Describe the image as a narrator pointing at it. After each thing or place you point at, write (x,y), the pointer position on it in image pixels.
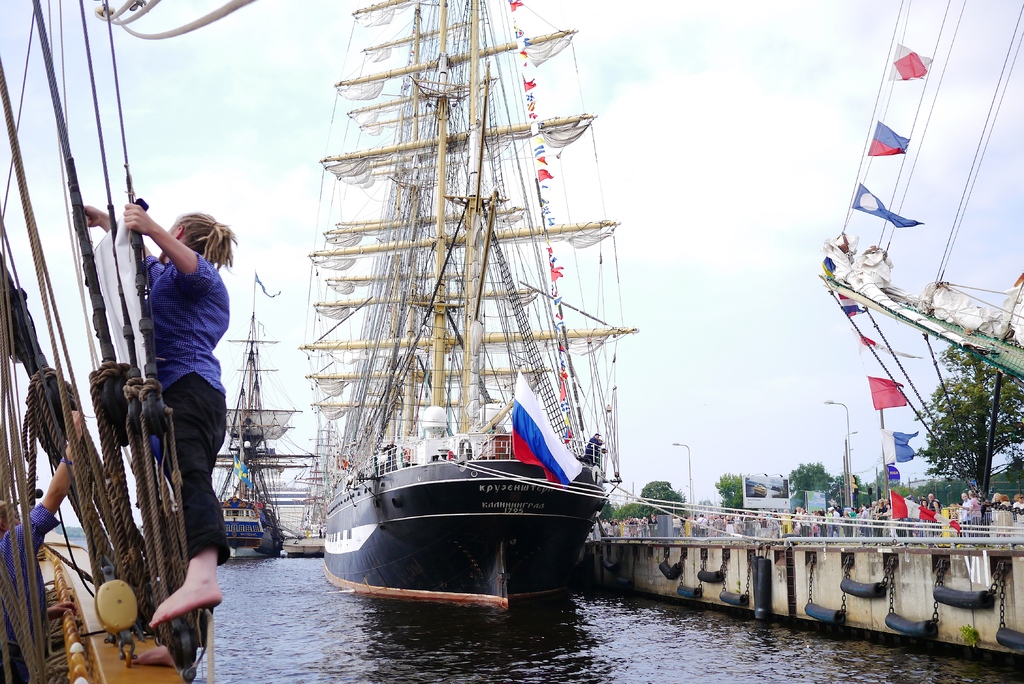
In this image I can see water (239,612) and on it I can see few boats (260,552). On the left side of this image (213,571) I can see two persons (214,446) are standing and I can see both of them are wearing blue colour shirts (210,287). I can also see number of flags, poles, ropes (182,511) and on the right side (726,485) I can see few street lights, trees (967,448), number of people (745,513), few boards (771,508), the wall (892,555) and on it I can see few black colour things (680,563). In the background (1013,217) I can see clouds (953,54) and the sky (605,271).
